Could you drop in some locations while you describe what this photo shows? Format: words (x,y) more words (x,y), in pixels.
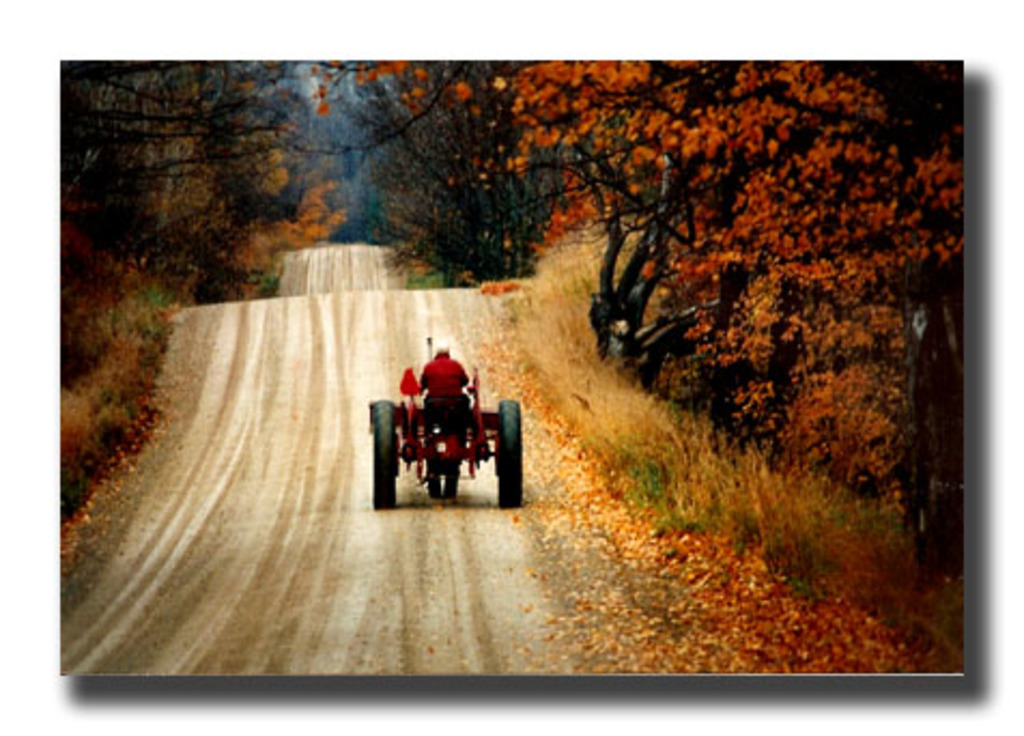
In this image I can see the road (322,503), some grass (594,282), few leaves (733,600) which are orange in color on the road (457,504), a person (457,375) in a vehicle (450,440) and few trees (606,222) on both sides of the road (220,478) which are black, orange and green in color.
